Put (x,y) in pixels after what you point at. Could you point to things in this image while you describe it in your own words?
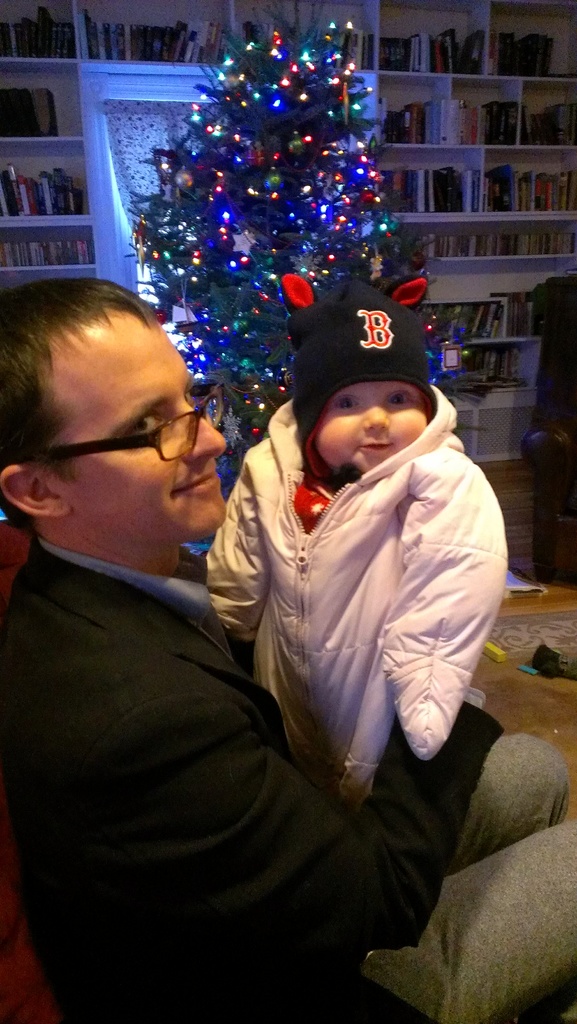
In this image, at the left side (63,689) there is a man (67,702) sitting, he is wearing specs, we can see a small kid (364,493) beside the man (168,546), in the background (168,228) there is an Xmas tree (350,228), we can see some shelves (530,82), there are some books (562,142) kept in the shelves (393,76).
